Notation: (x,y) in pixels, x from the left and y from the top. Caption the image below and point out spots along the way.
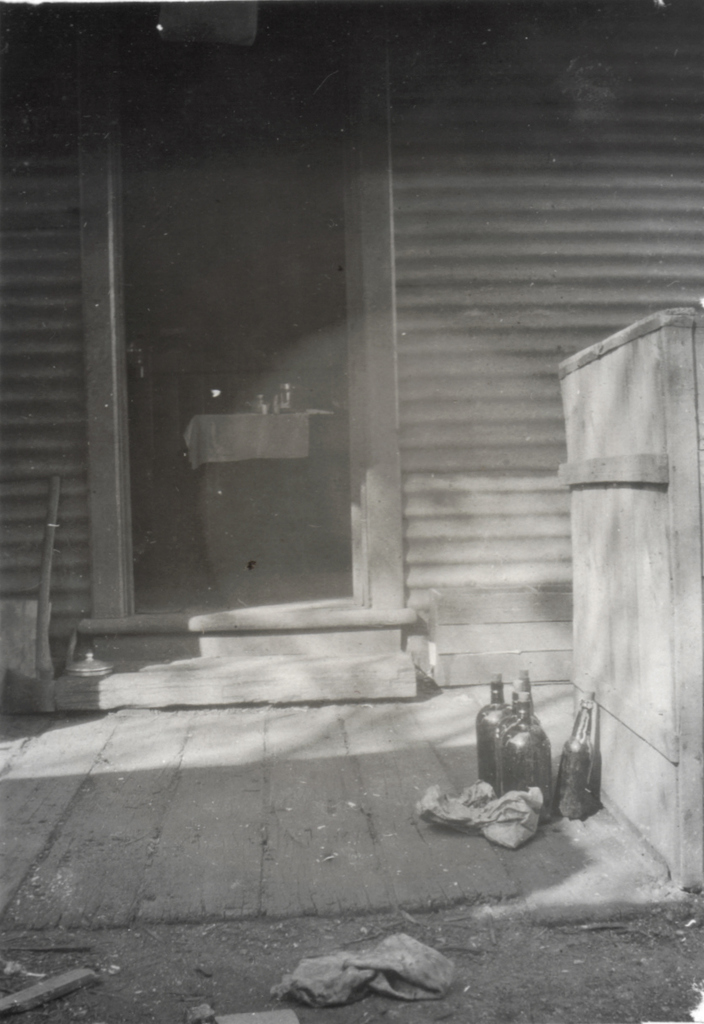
It is the black and white image in which we can see there is a door (233,297) in the middle (282,516). Through the door (229,379) we can see that there is a table (253,438) on which there are jars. On the right side (632,534) there is a wooden box (611,426). At the bottom (431,813) there are glass bottles (521,753), cloth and papers (513,823) on the floor (200,790).
